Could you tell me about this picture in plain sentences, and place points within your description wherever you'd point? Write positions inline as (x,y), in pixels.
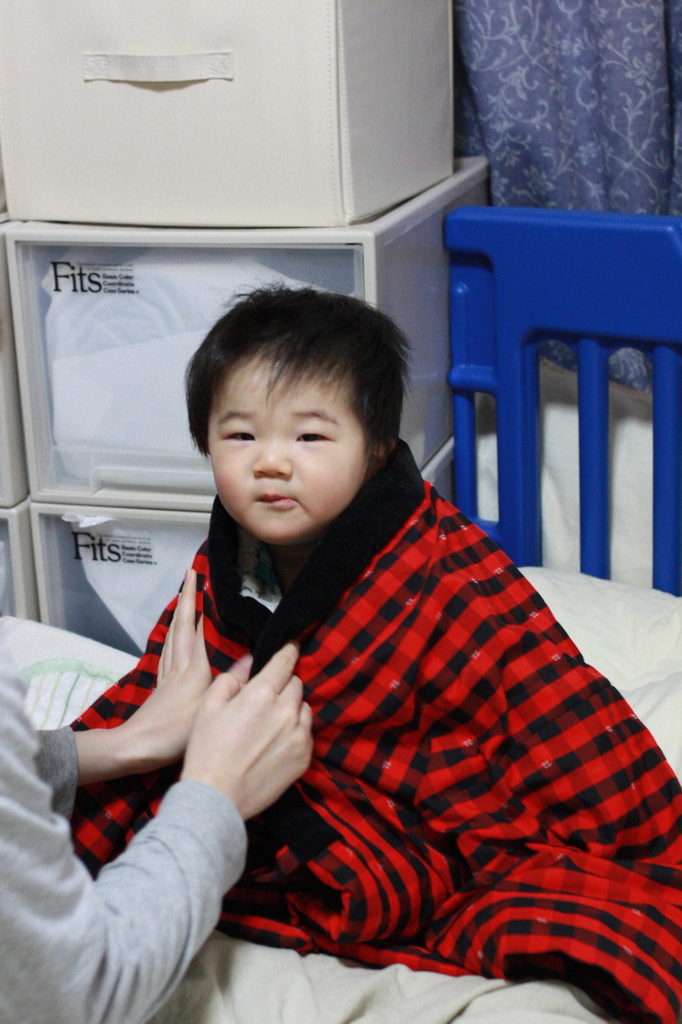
In this image there is a boy (282,573) with a towel (365,655) on the bed (669,666), a person (275,657) holding a towel (533,622), there are boxes (152,235), curtain (539,81).
